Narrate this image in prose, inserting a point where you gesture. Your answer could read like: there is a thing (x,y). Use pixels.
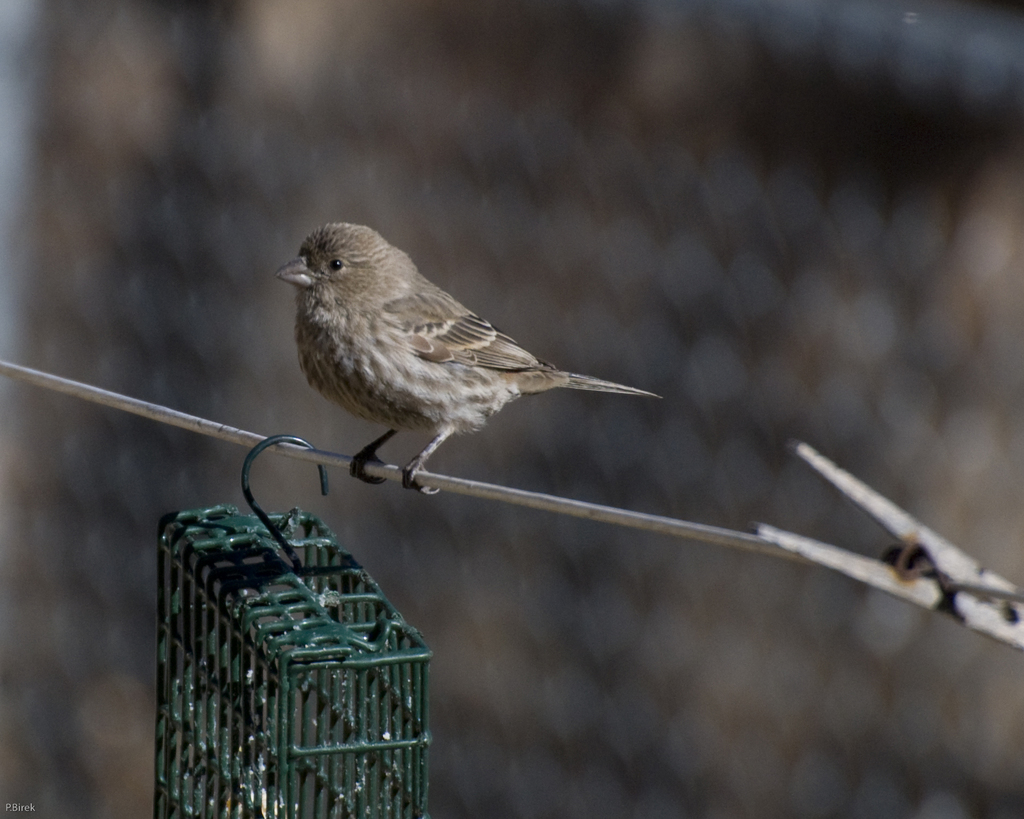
In this picture we can see a bird (437,413) on a wire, below the wire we can see a cage (292,654) and in the background (621,537) we can see it is blurry.
